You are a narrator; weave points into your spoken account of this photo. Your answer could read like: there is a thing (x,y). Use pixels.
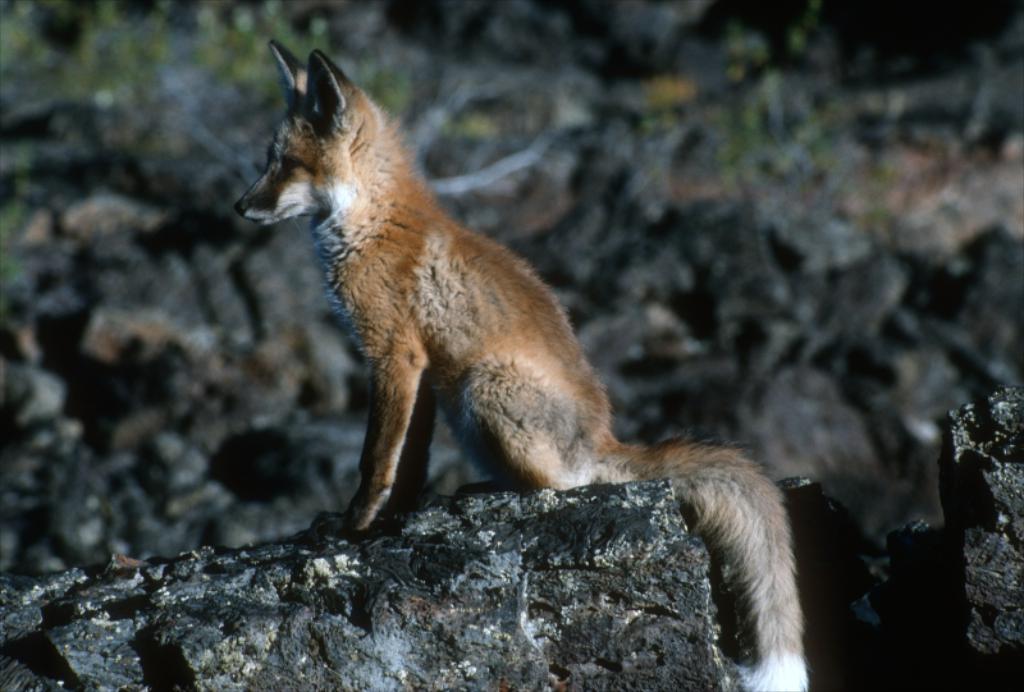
In this image I can see an animal (518,419) and the animal (418,293) is in brown and white color and I can see few rocks (186,593).
